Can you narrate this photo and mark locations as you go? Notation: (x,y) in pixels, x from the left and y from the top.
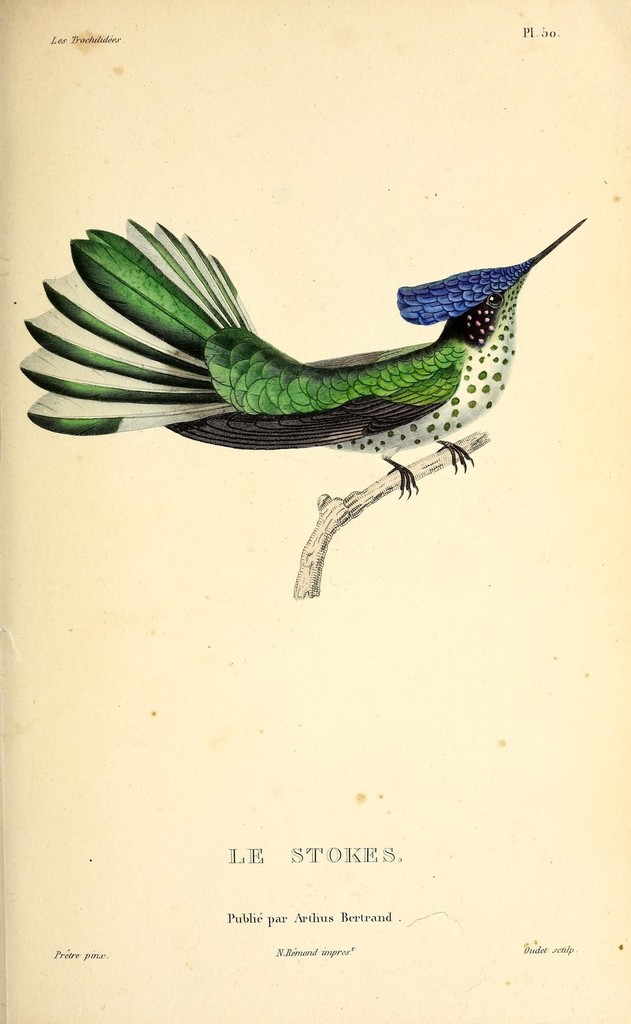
In the foreground of this poster, there is a beautiful bird (327,393) on the stem (321,569) and there is a creamy background (289,607).
